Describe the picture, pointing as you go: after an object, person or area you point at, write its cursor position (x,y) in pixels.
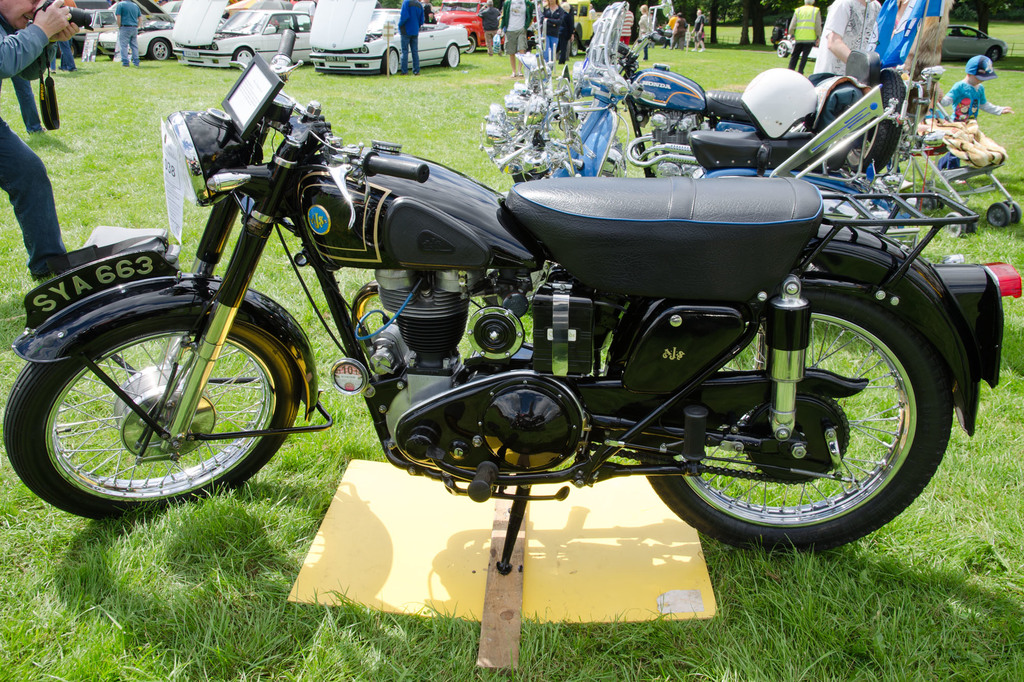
In this image in the foreground (341,321) there is one bike (221,320), and on the left side (30,163) there is one person (17,41) standing and he is holding a camera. And in the background (259,48) there are some vehicles (211,41) and some people (951,107) are standing and there are some trees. At the bottom (501,516) there is grass (315,522) and some boards (402,553).
